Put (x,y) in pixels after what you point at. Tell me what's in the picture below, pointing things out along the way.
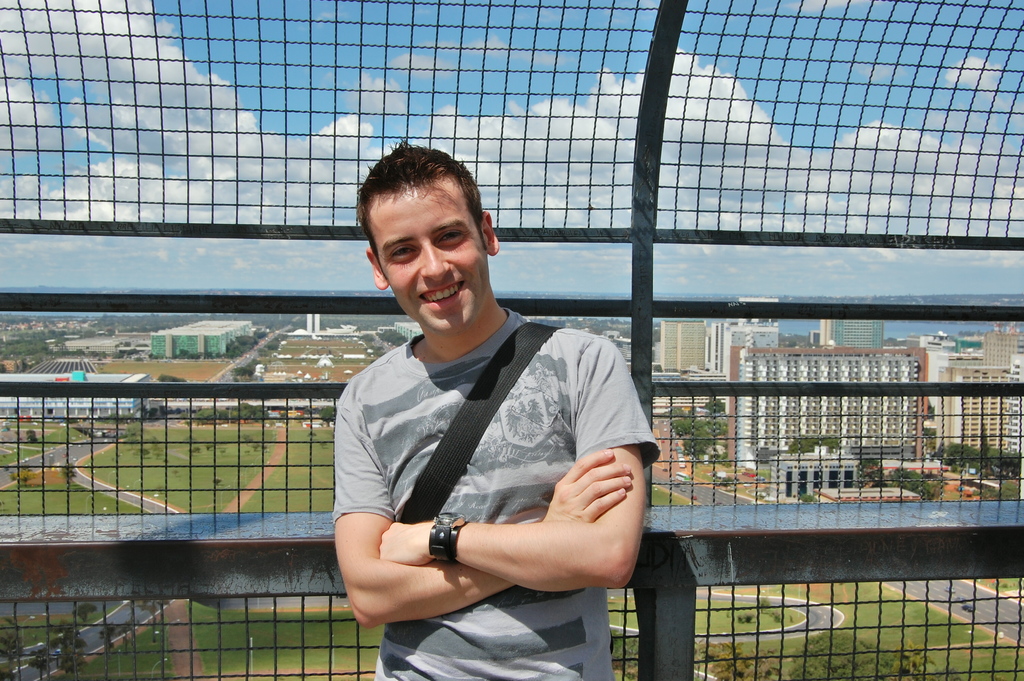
In this image we can see a person (485,615) standing in front of a fence (105,530). In the background (731,379), we can see buildings (690,356) with windows (690,356) and group of trees (1003,465). At the top of the image (135,174) we can see the cloudy sky (533,90).
